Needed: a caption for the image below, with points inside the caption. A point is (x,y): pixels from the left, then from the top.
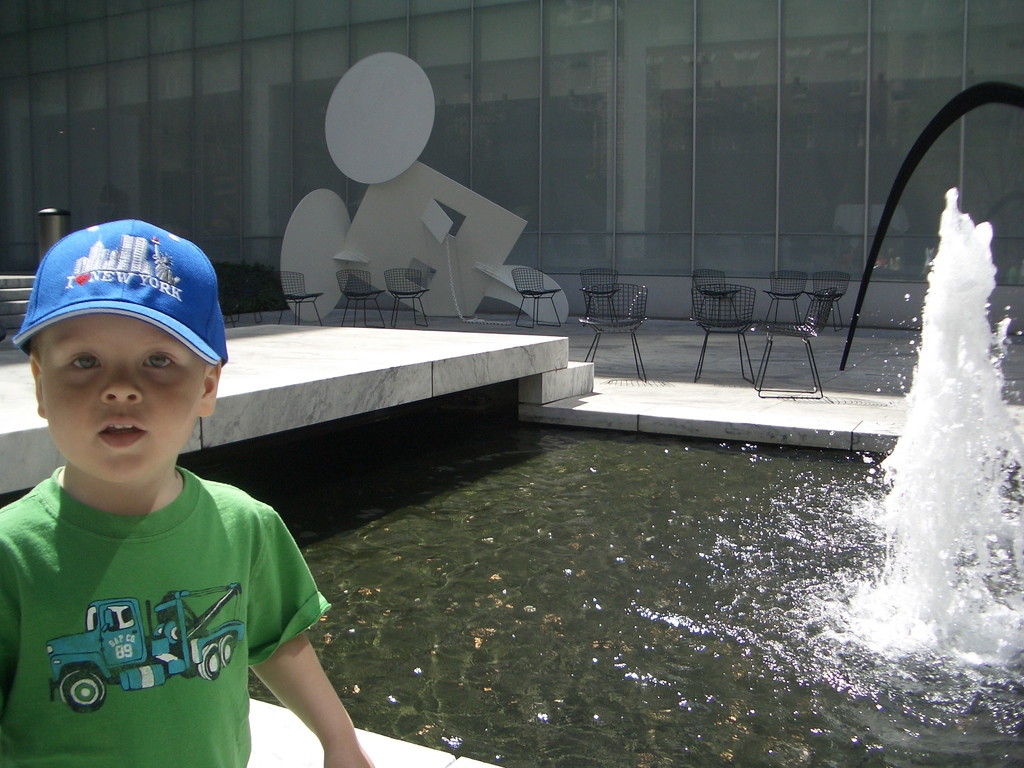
On the left side (156,627) we can see a kid (167,609) and there is a cap (173,335) on the head (94,390). In the background (637,579) we can see water (527,571), chairs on the ground (785,374), a design (384,162) made with metal item (399,157) of a person like structure (424,221), glass doors (85,53) and other objects (332,338).
